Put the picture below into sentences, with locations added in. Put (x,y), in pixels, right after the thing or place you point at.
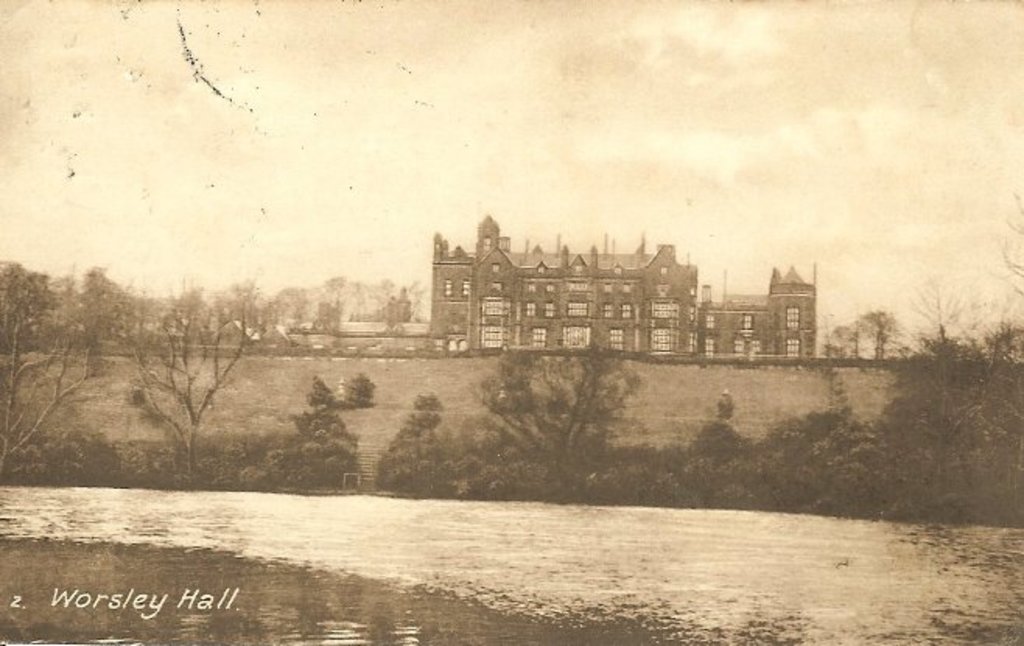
A black and white picture. Building (477,323) with windows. In-front of this building (606,295) there are trees (448,456). Bottom of the image (54,597) there is a watermark (118,597).
